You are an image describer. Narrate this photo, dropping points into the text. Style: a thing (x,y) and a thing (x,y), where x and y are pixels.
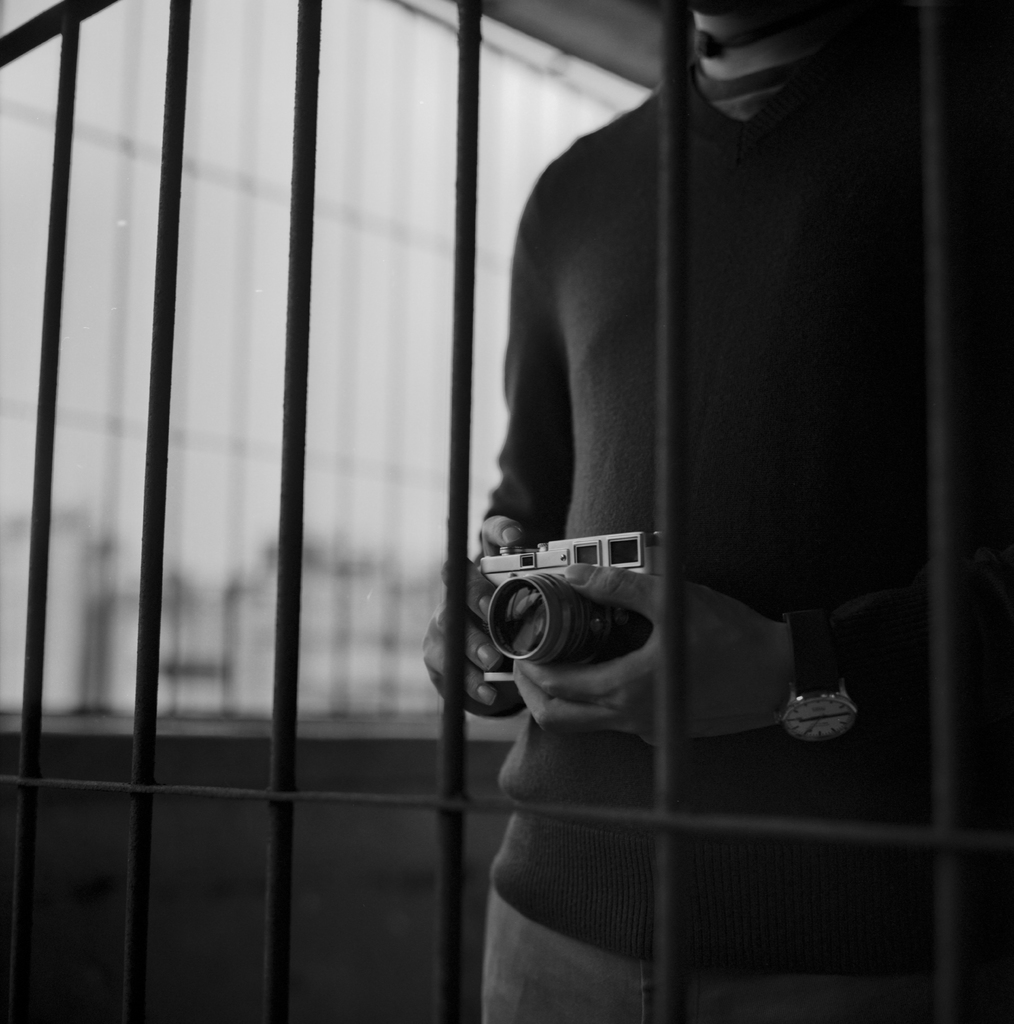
In this picture a man (707,389) standing in the center (569,599) and holding a camera (582,601) in his hand (589,583). In the front (150,768) there are bars (175,217).
